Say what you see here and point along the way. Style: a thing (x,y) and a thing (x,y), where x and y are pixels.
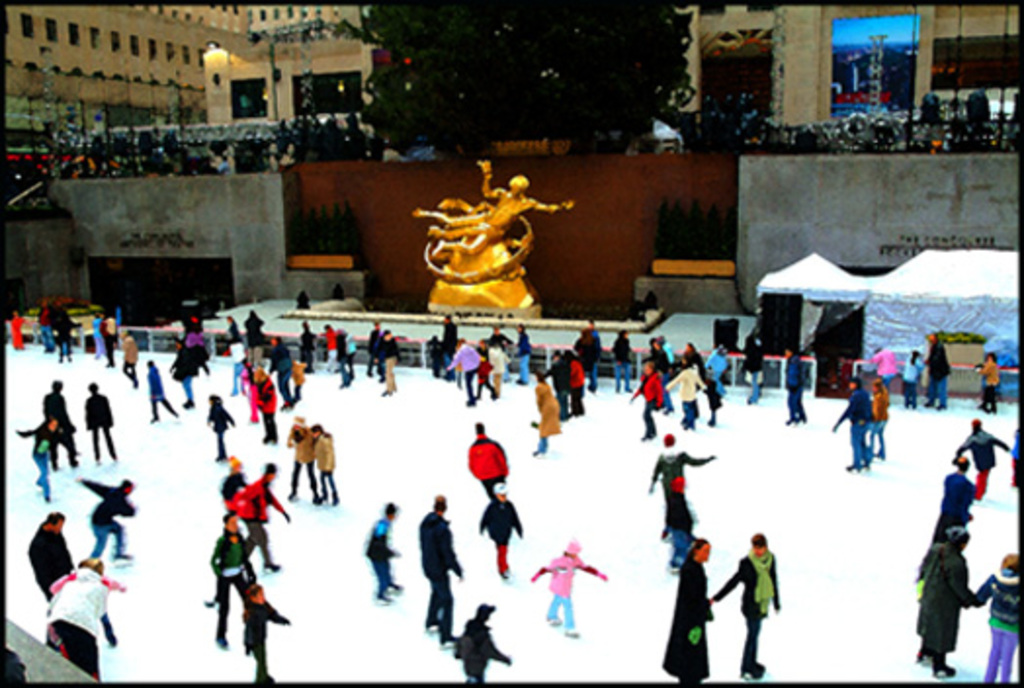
As we can see in the image there are few people (188,369) here and there, ice rink (278,485), statue (488,194) and a building (270,7).
